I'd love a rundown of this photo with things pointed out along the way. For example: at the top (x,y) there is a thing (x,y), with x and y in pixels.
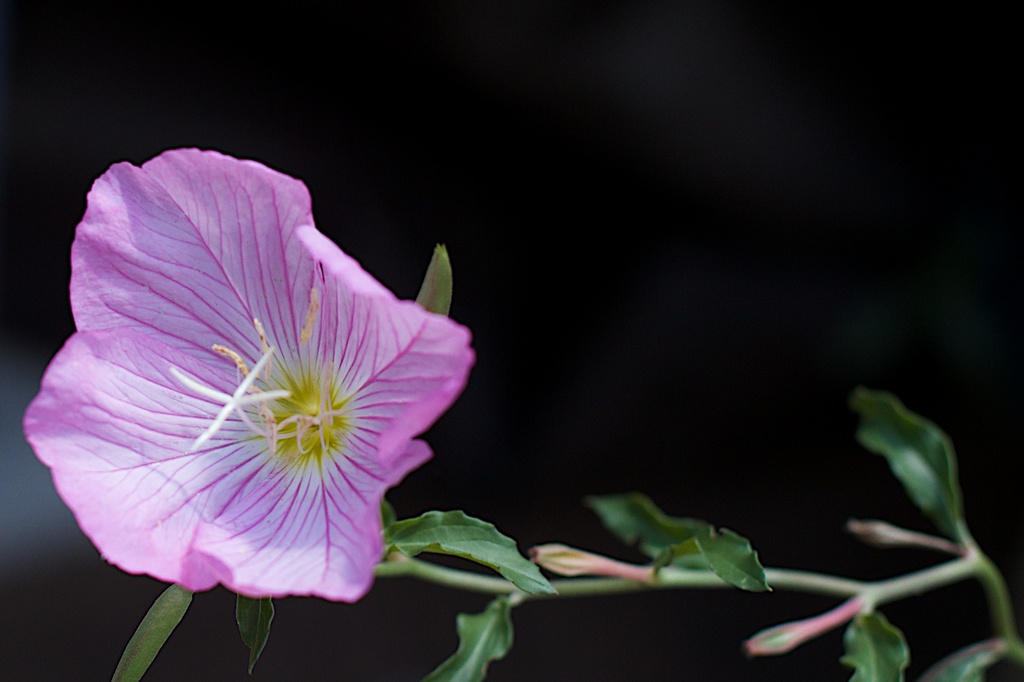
In this picture I can see there is a flower (322,466) it is in violet. There is a stem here and there are three buds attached to the stem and the backdrop (658,300) is dark.
